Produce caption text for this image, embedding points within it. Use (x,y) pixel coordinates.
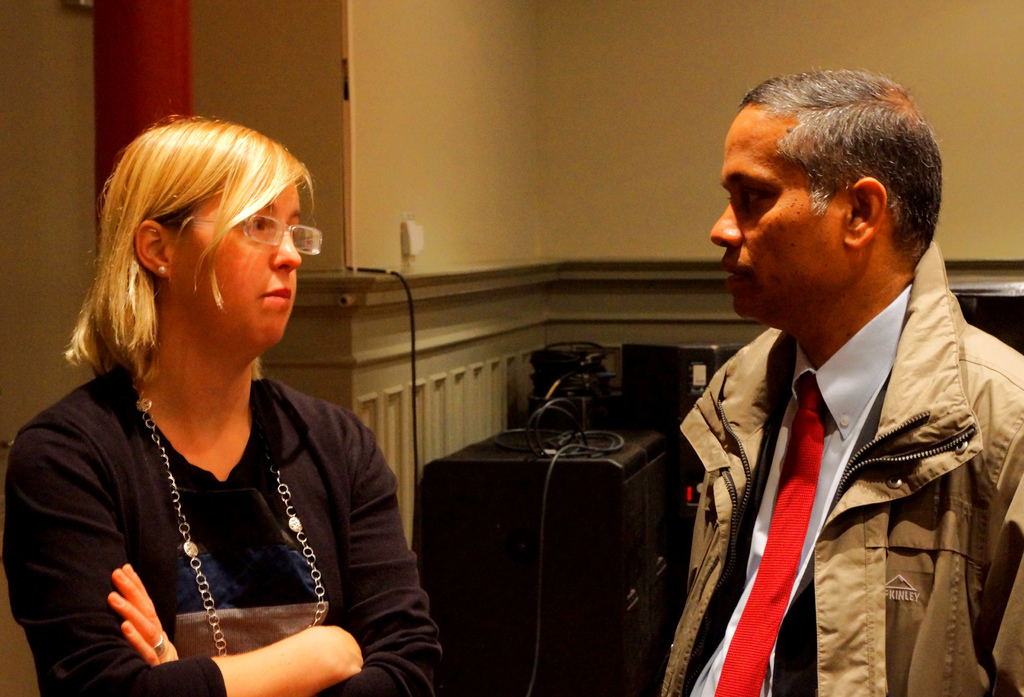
In this image in the foreground (217,433) there is one man (794,531) and one woman (234,253) who are standing and the man (839,486) is talking. In the background (578,449) there are some wires (621,448), table (622,518) and some objects (684,372) and there is a wall (204,89). On the left side (146,55) there is a pole (106,51).
